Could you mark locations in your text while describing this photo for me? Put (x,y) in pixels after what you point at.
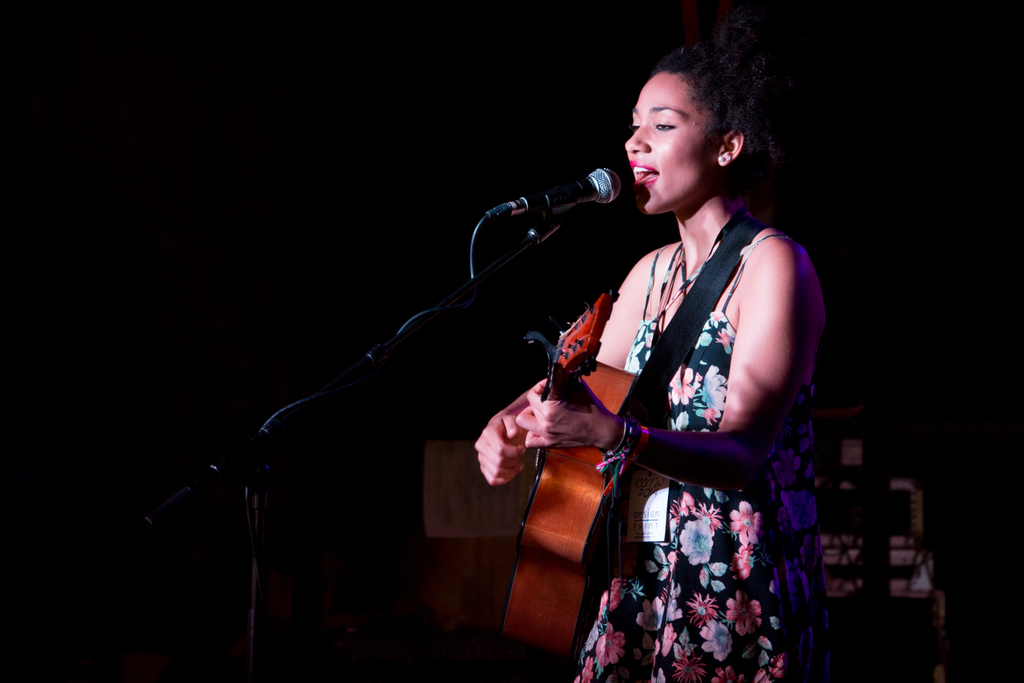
She is standing. She is playing guitar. She is wearing a id card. She is singing a song. We can see in the background (893,501) musical instruments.
